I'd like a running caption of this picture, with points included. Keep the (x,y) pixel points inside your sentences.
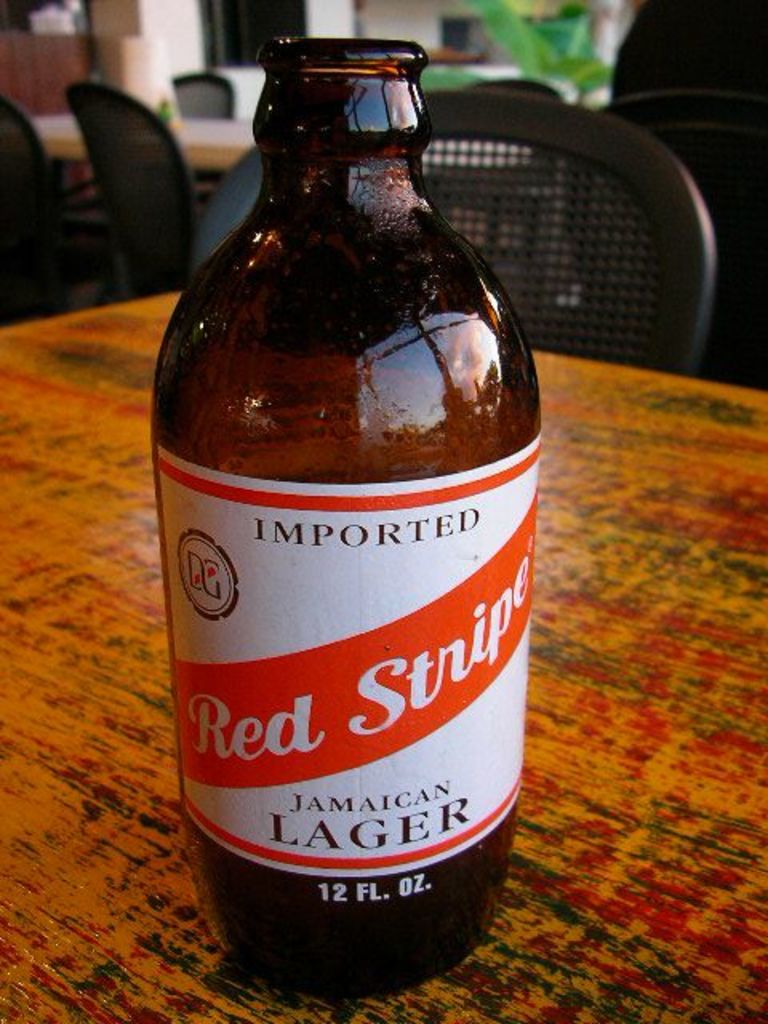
There is a bottle (429,631) on the table (741,532). In the background (248,97) there are chairs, table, plant (560,58) and a wall (182,70).
